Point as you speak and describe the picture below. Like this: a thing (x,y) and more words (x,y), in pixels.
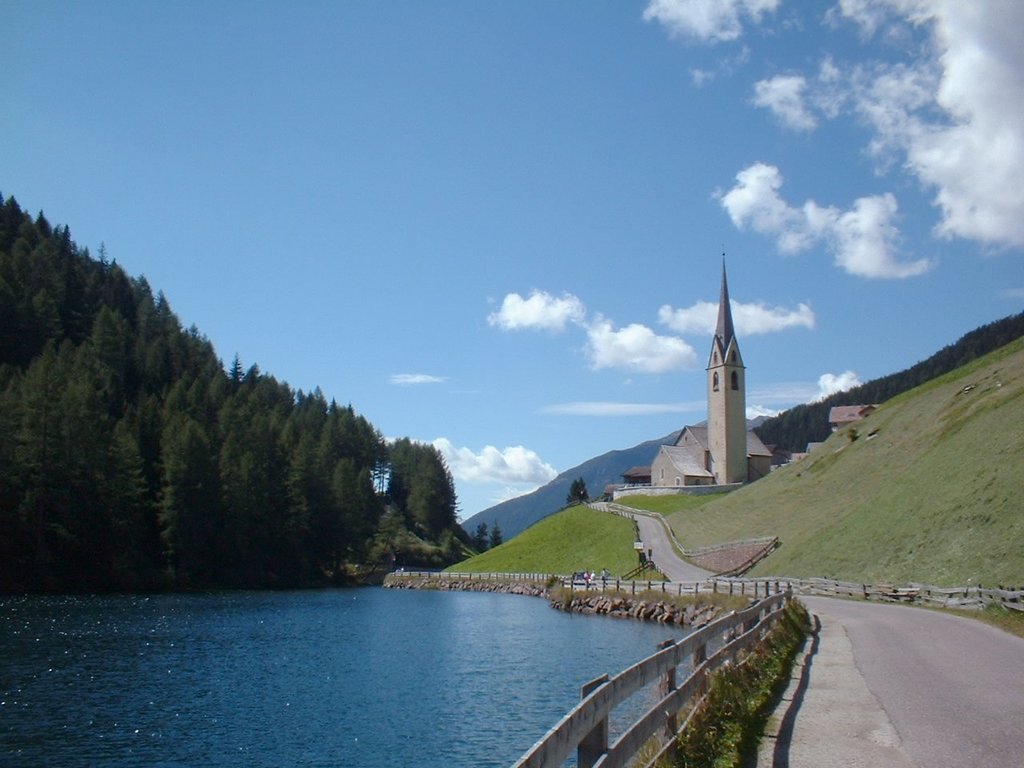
In this picture we can see few people (595,577) are standing near to the fence (662,585), beside to them we can find water (329,634) and few trees (273,527), in the background (668,450) we can see few houses (670,464) and clouds (841,230).
